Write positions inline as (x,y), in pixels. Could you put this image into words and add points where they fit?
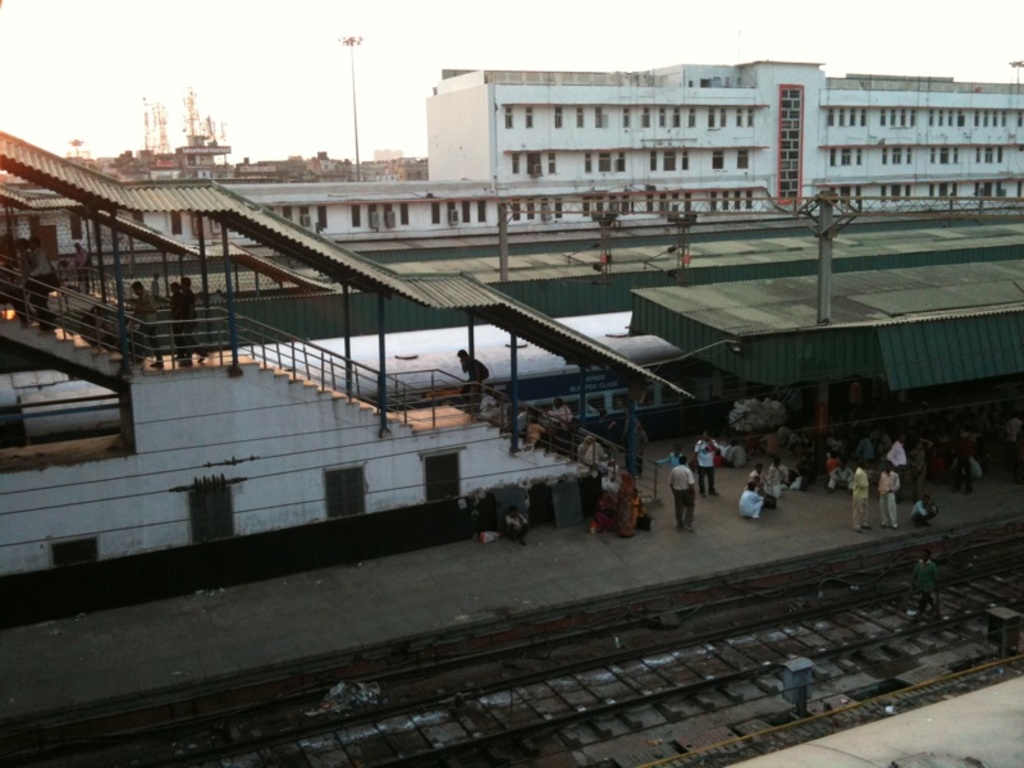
This is an outside view. At the bottom (608,687) there is a railway track (763,649) and there are many people (971,450) on the platform (697,543). On the left side (109,372) there are stairs (82,308), behind there is a train (478,340). In the background (437,152) there are few buildings (437,166). At the top of the image (286,48) I can see the sky (597,33). On the stairs (136,334) there are few people (179,321) walking.
